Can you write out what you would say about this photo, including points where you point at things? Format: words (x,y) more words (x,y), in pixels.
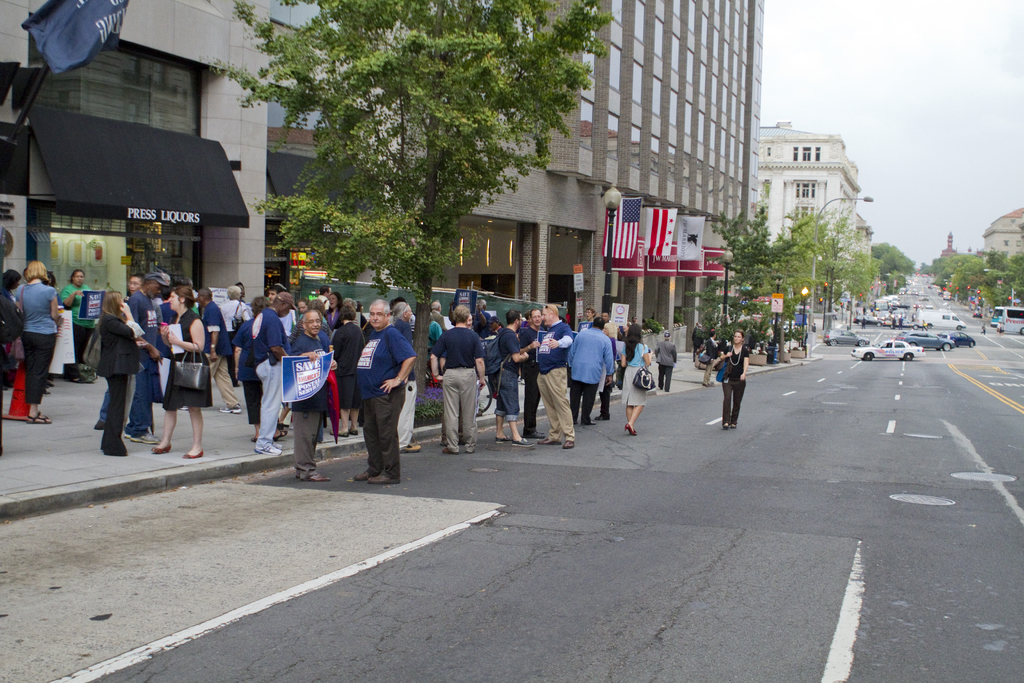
This is the picture of a place where we have some people (411,379) and some vehicles (945,346) on the road (158,650) and around there are some buildings (520,269) which has some boards (579,276) and also we can see some trees (410,275) and plants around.
